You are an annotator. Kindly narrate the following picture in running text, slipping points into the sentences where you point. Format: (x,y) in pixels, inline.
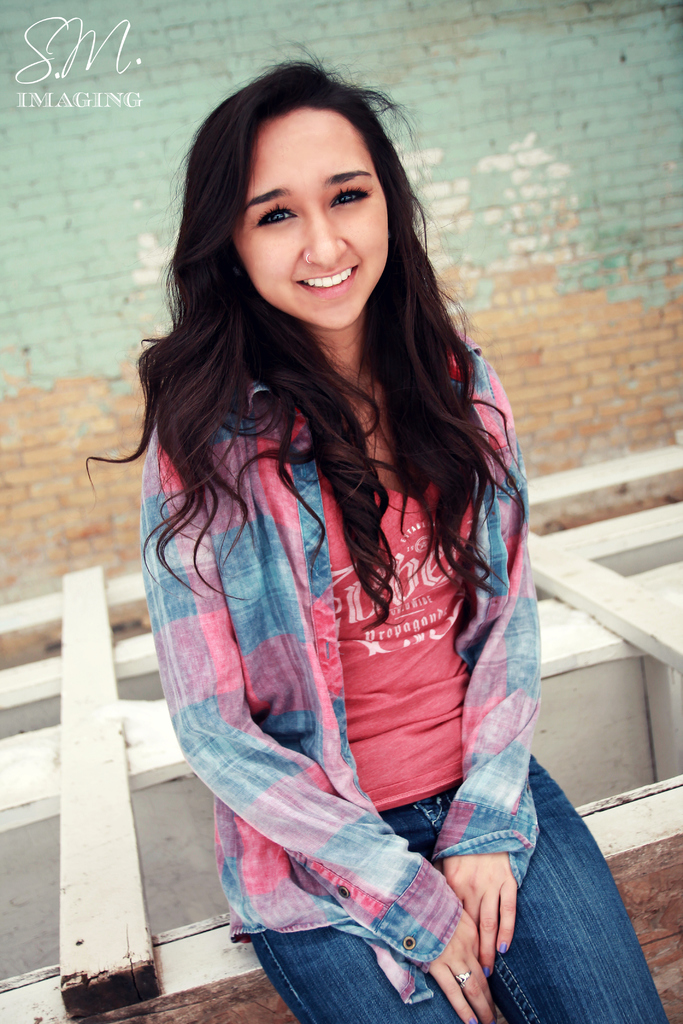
This girl (456,588) is smiling and looking forward. Background (59,282) there is a brick wall (50,340). This is wooden surface (86,753). Left side (38,90) corner of the image there is a watermark (56,97).
